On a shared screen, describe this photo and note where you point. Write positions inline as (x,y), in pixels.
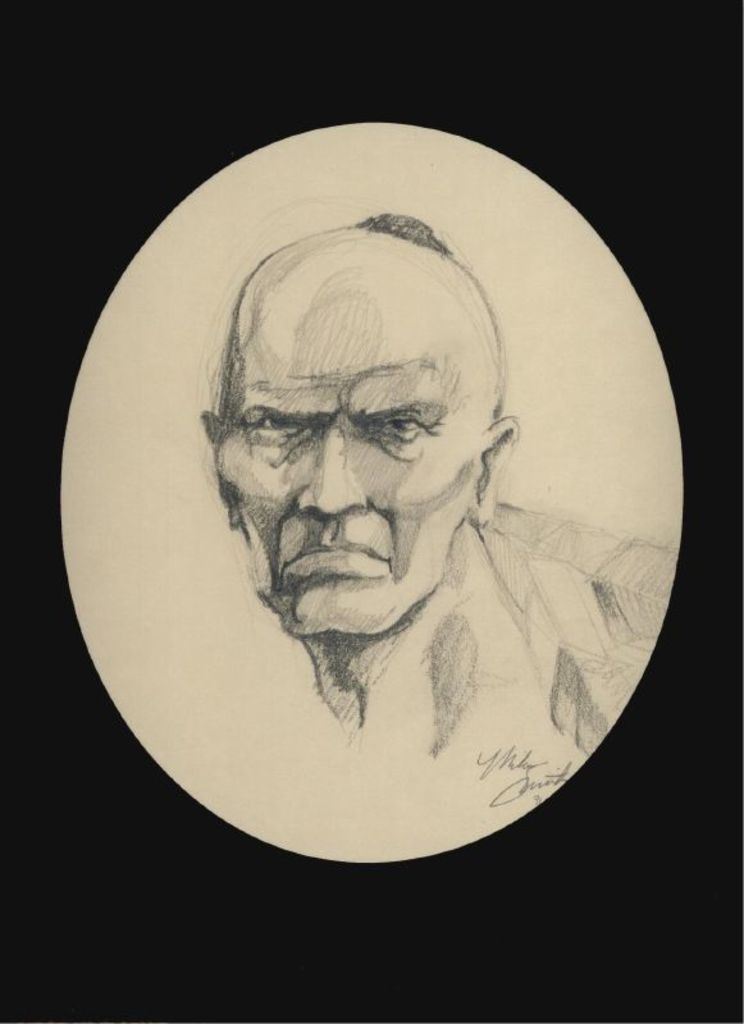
This image consists of a poster (382,805) on that in the middle (379,671) there is a man (389,545) art (402,655) and text (480,759).
